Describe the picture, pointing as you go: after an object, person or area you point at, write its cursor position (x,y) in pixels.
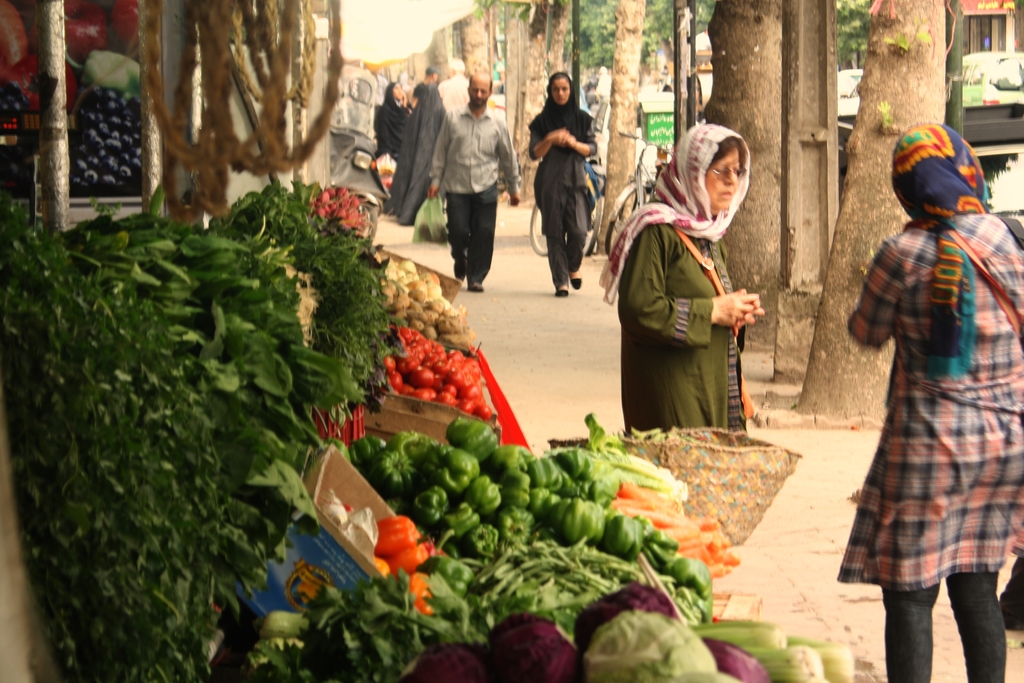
This is an outside view. On the left side (266,420) there are many vegetables (194,467) like capsicum (411,490), tomatoes (448,398), potatoes (426,315) and many other. It seems to be a vegetable market (280,521). On the right side (880,504) there are few people (634,355) standing on the ground (816,567) and people (407,181) are walking. In the background (730,30) there are some trees (839,42) and buildings (1000,38).
